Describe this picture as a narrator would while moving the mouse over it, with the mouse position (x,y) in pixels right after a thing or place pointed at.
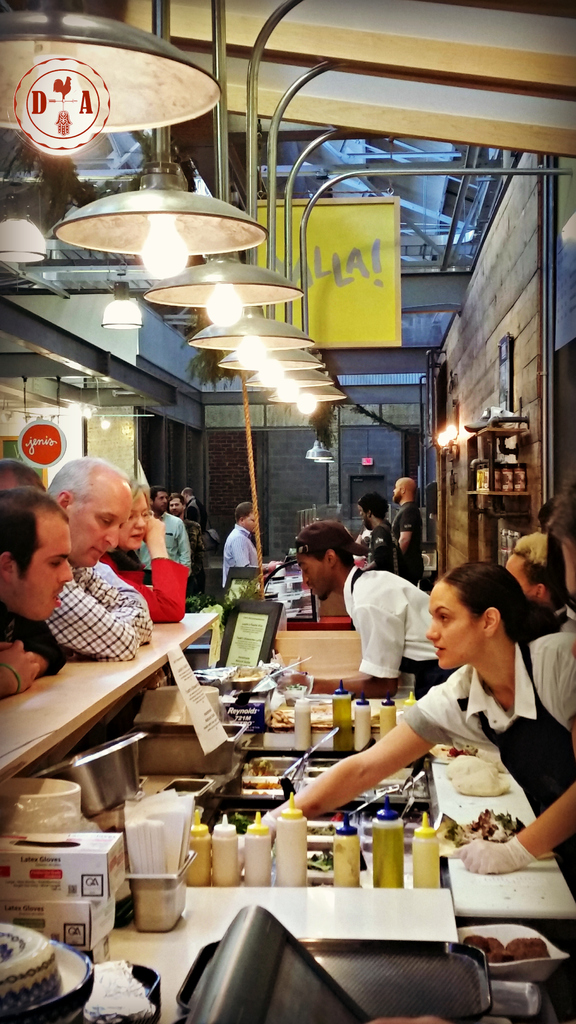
This is the picture of a room (160,382). In this image there are group of people (60,470) standing. There are bottles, tissues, boxes (60,925), utensils (134,740) on the table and there is food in the bowl (530,971) and there are boards (560,915) and papers (197,701). At the top (79,232) there are lights (28,229) and boards (351,273) and there are frames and lights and there is a shelf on the wall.
